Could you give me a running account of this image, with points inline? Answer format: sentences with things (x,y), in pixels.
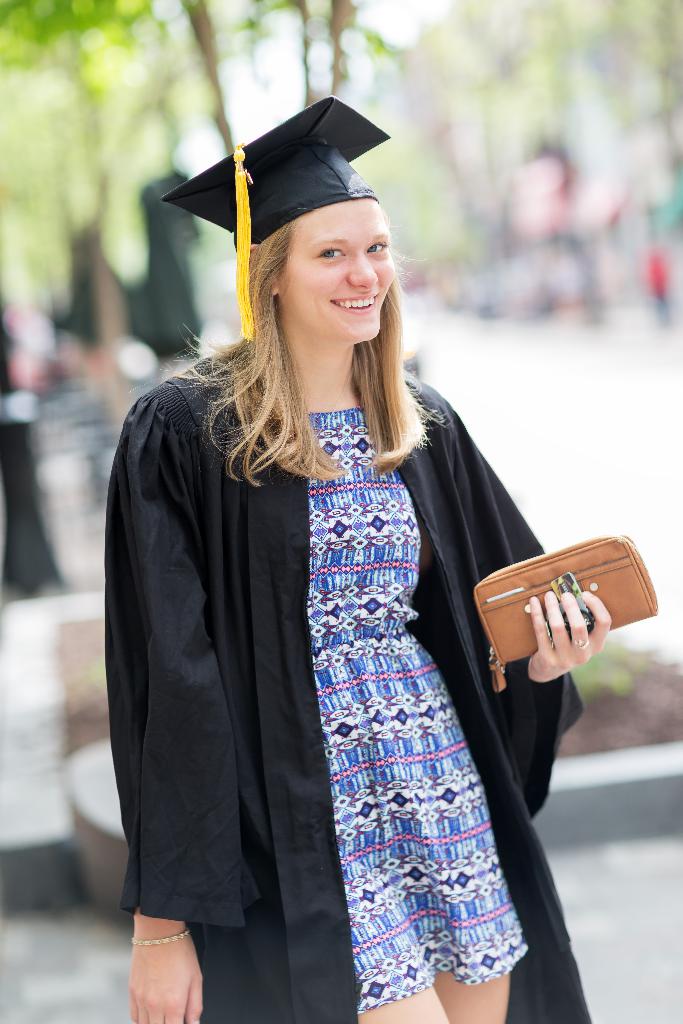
In this picture I can see a woman (401,650) smiling and also she is holding the purse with her hand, in the middle (340,650). In the background (304,8) there are trees (414,215).
